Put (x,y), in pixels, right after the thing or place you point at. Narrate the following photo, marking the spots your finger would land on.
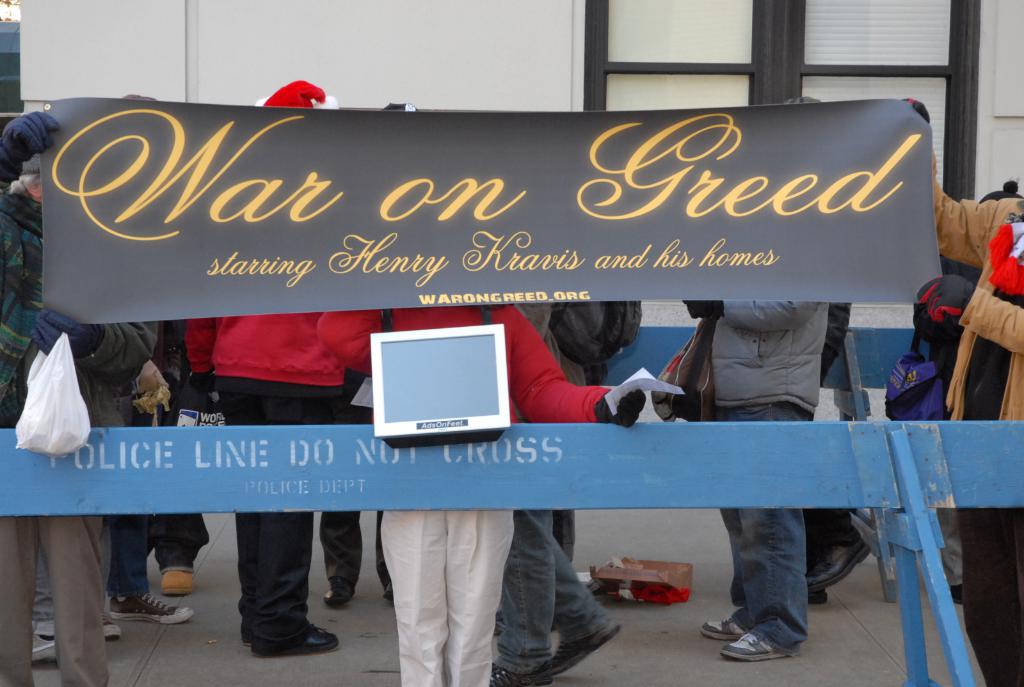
In this image there are many people (190,542) standing. In front of them there is a railing (597,473). They are holding a banner (404,242). There is text (123,236) on the banner (576,176). In the background (483,68) there is a wall (506,57).
